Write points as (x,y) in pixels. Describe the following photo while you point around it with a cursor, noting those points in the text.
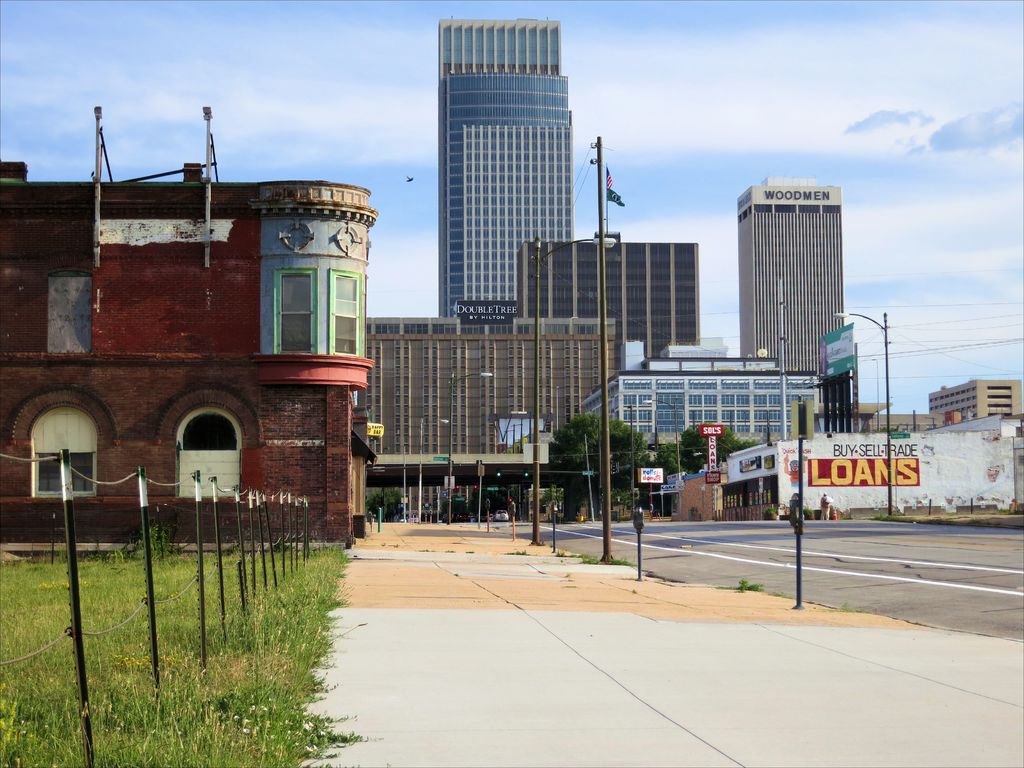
In this picture I can see skyscrapers (591,348) and buildings (653,355). On the right (771,552) there is a road (771,581), beside the road (977,578) I can see the poles (535,468) and street lights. In the back (695,451) I can see the trees (695,451). In the bottom left corner (134,579) I can see the green grass (121,664) and fencing (69,637). In the top right (921,100) I can see the sky (837,72).
